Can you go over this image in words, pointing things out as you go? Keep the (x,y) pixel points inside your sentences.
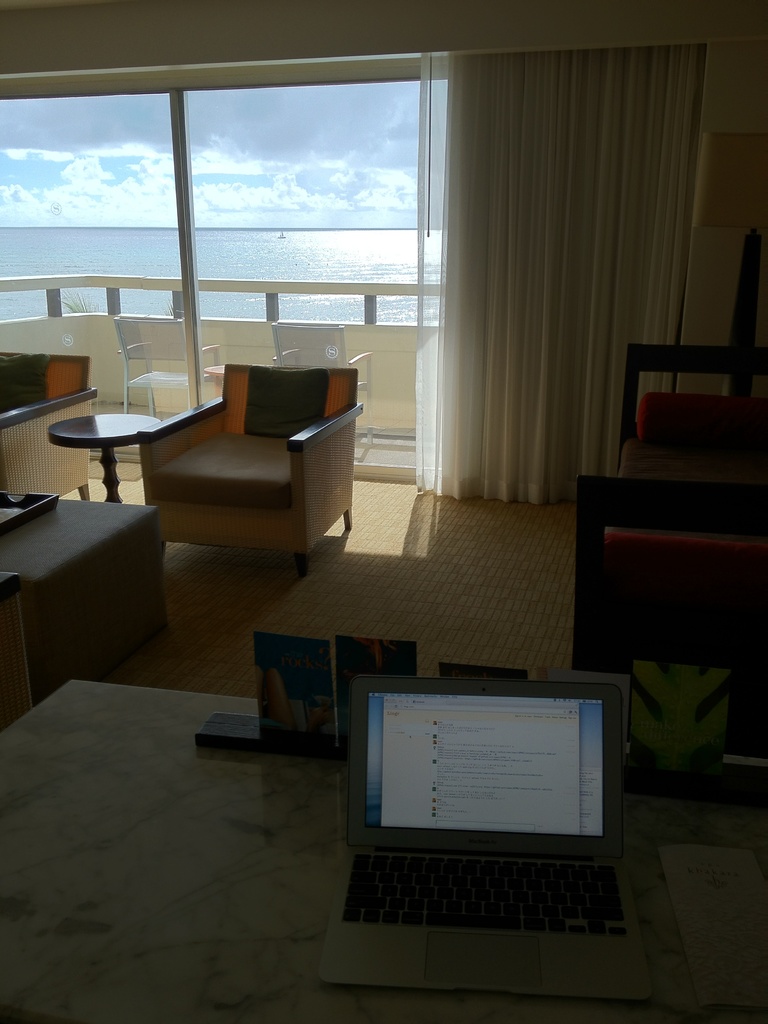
In the picture we can see inside the house (505,537) and we can see a table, on the table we can see a laptop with some pictures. And in the background (643,357) we can see a curtain (662,236) which is white in color and railing (274,320), chairs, tables (74,612), and from the window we can see a sky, a water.
